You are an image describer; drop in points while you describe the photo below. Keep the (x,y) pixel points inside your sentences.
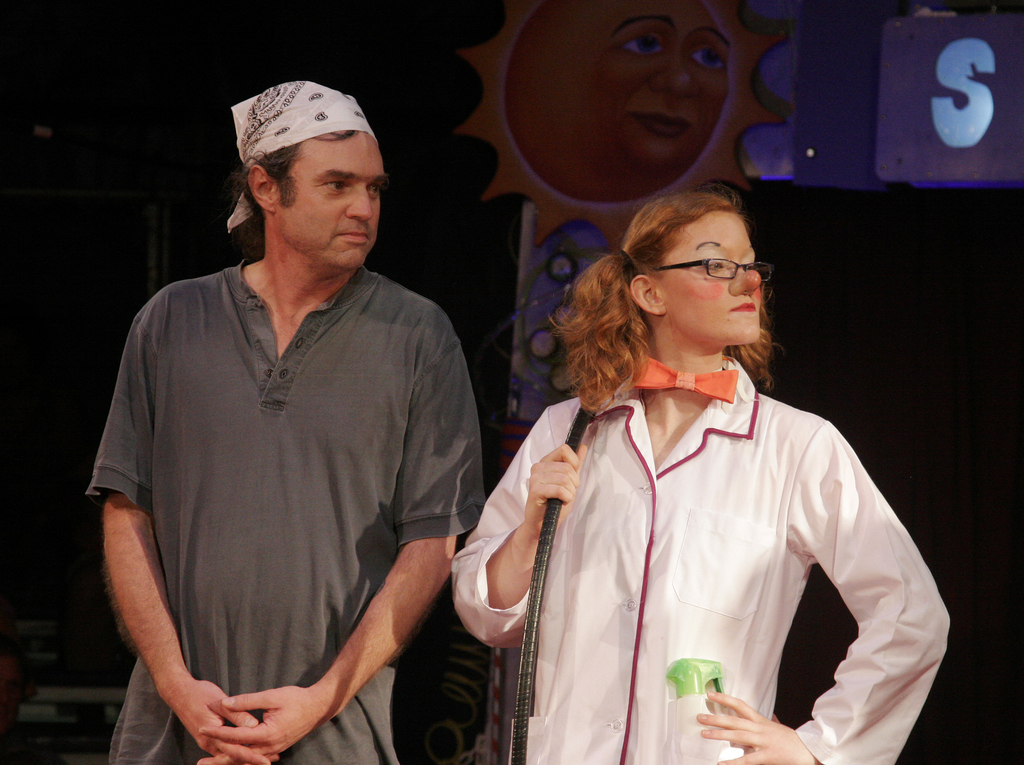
In this image we can see a man (379,646) and a woman (684,422). The man (415,450) is wearing gray color T-shirt (319,462). And the woman (718,465) is wearing white color dress (694,529) and holding black color thing (542,558) in her hand (553,457). In the background (579,267), we can see a poster (630,93) and some objects (548,266).
